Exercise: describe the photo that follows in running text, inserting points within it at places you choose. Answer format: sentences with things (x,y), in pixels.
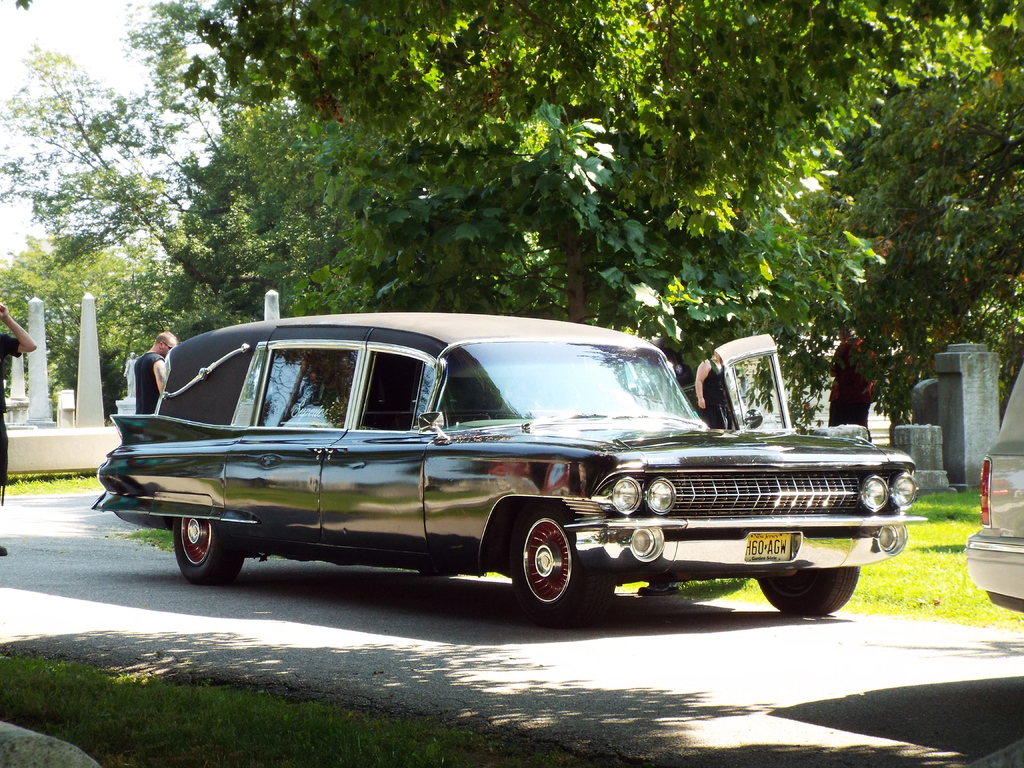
In the picture we can see a road (88,613) on it, we can see a vintage car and near it, we can see some persons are standing near it and beside the car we can see a grass surface (959,568) and tree (424,300) on it and behind the car (587,377) we can see some poles (86,361) and in the background (355,295) we can see trees (72,270) and sky (114,100).
